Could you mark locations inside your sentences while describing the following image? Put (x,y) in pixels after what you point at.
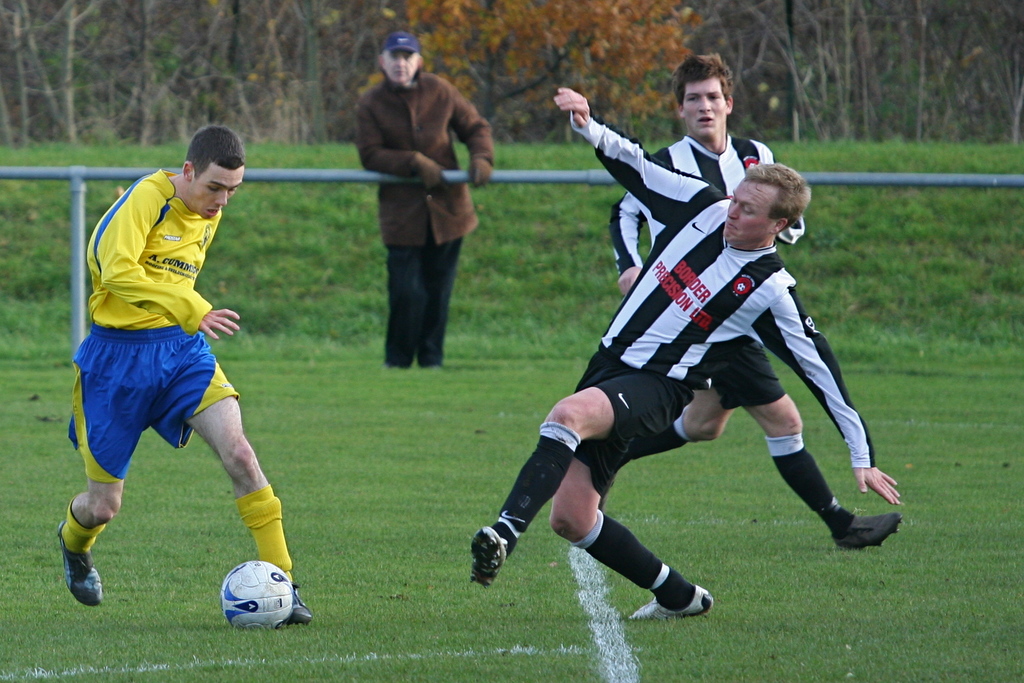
Here in the image we can see three people (683,211) were playing football. In the ground(green (529,634) ground) and in the center (431,275) one man (421,112) is standing and looking at the people (705,115). And coming to the background (548,22) they were some trees (693,16).
